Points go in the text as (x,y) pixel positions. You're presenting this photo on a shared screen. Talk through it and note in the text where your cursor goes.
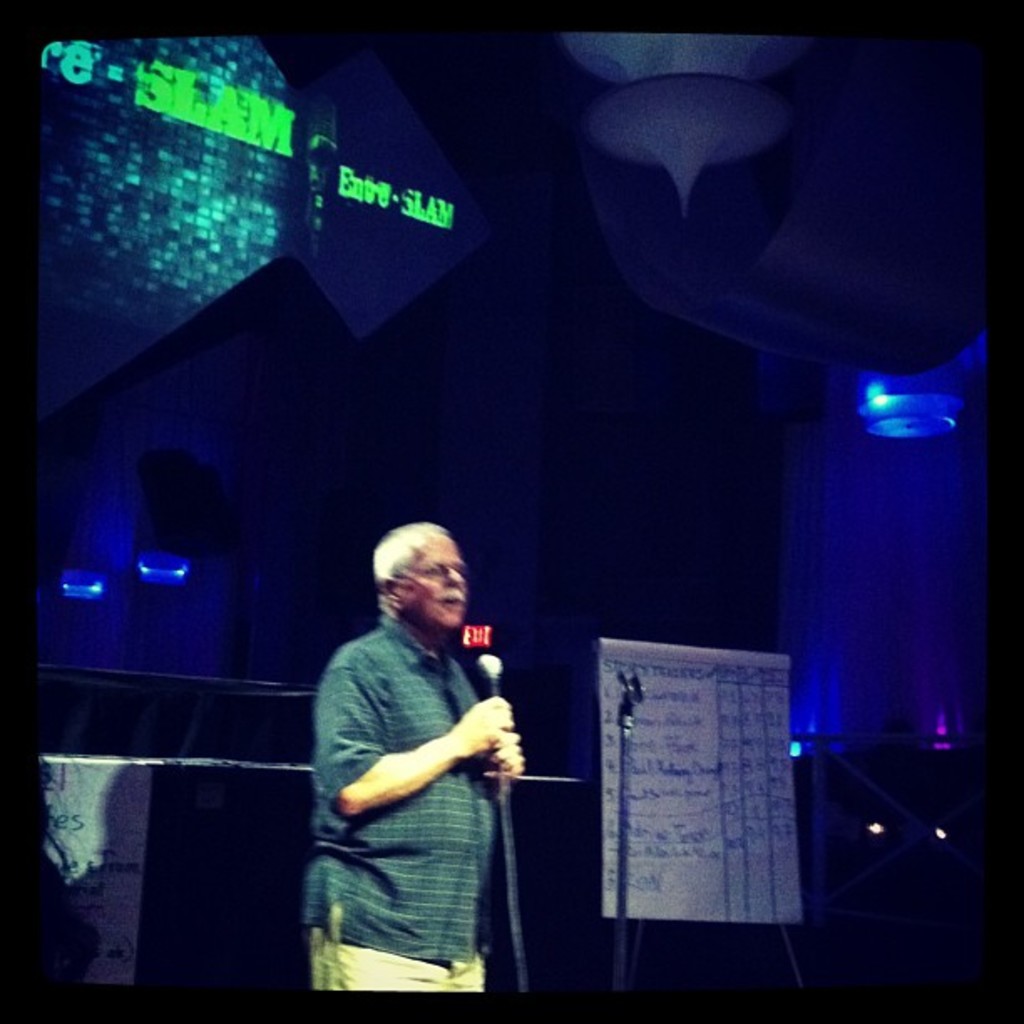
In this picture we can see a person (425,650) holding a mic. We can see a stand (627,860). There is a white sheet (785,887). We can see some lights (884,390) and a screen (82,259) in the background (894,404).
